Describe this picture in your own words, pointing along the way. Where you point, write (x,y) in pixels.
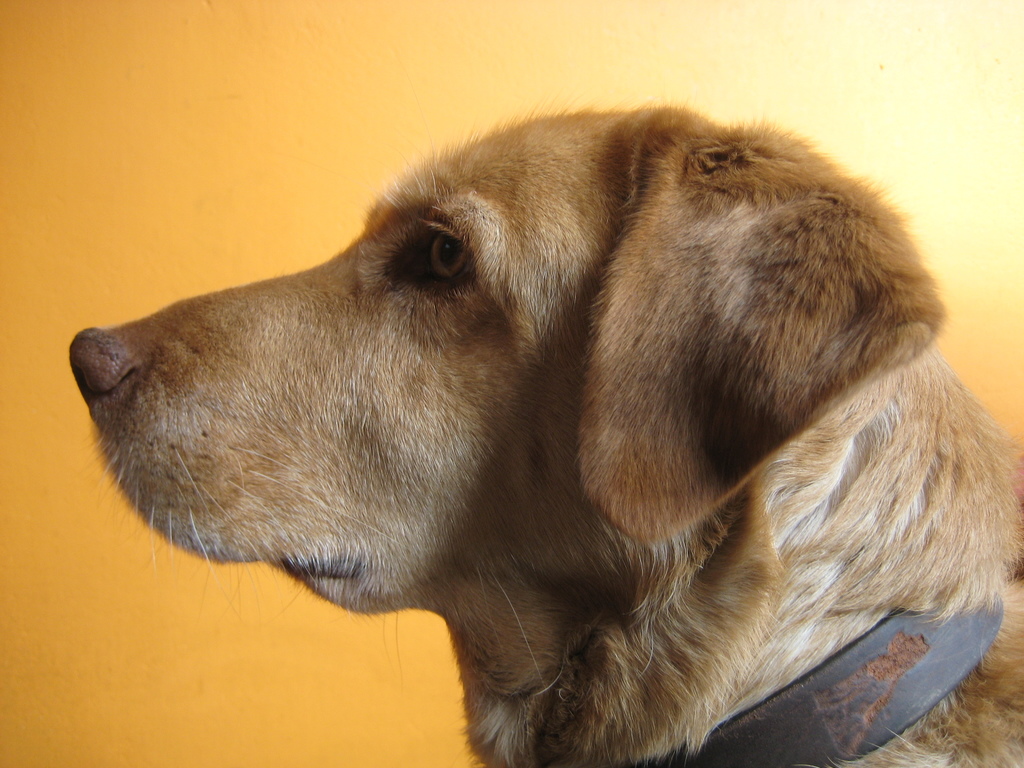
In this image, we can see a dog (963,412), in the background (330,76), we can see the yellow wall (253,56).
